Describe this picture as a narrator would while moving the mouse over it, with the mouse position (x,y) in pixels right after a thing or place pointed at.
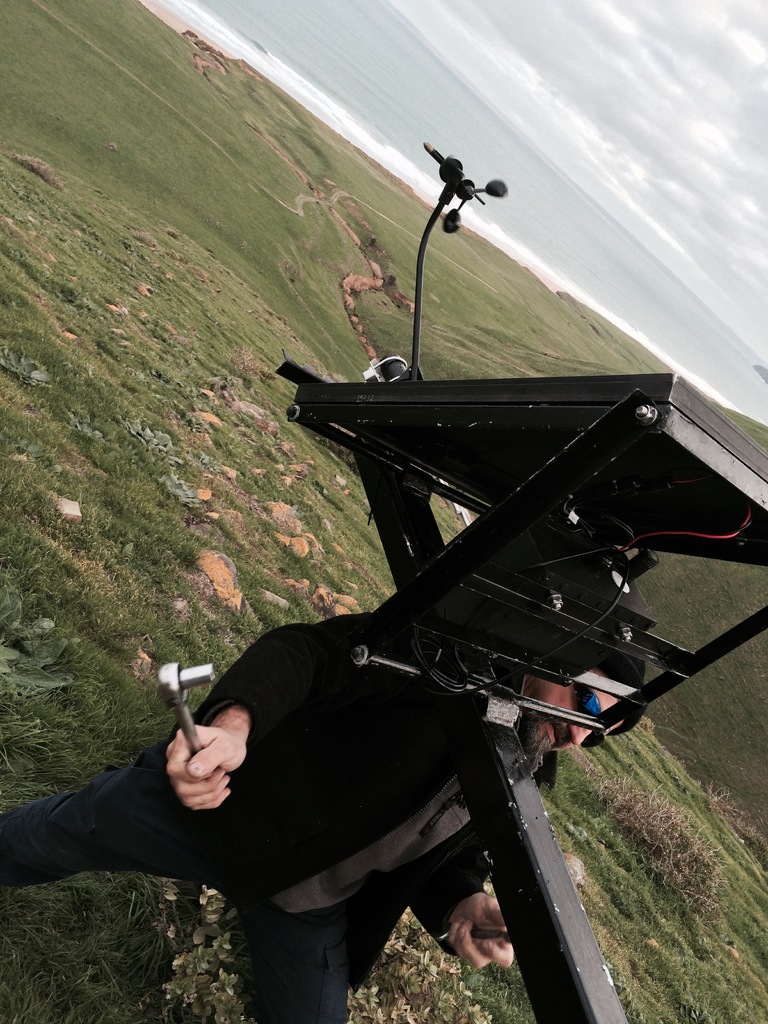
In this image I can see the ground (263,544), some grass (154,546) on the ground (89,587) and a person (367,781) wearing black color dress (367,781) is standing and holding a metal object (190,680) in his hand (221,750). I can see a black colored object (546,500) and in the background (415,128) I can see the water (432,94) and the sky (567,107).
